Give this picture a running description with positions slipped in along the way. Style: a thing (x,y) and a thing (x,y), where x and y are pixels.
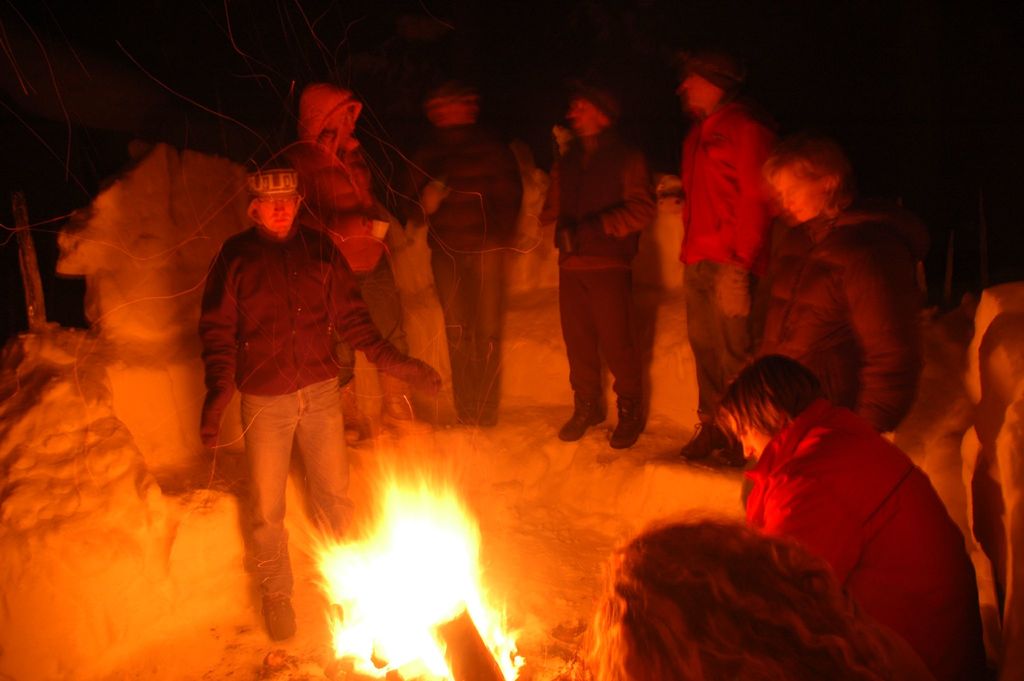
In this picture we can see some people (821,324) are standing, at the bottom (496,653) there is fire (426,635), we can see a dark background (950,118).
